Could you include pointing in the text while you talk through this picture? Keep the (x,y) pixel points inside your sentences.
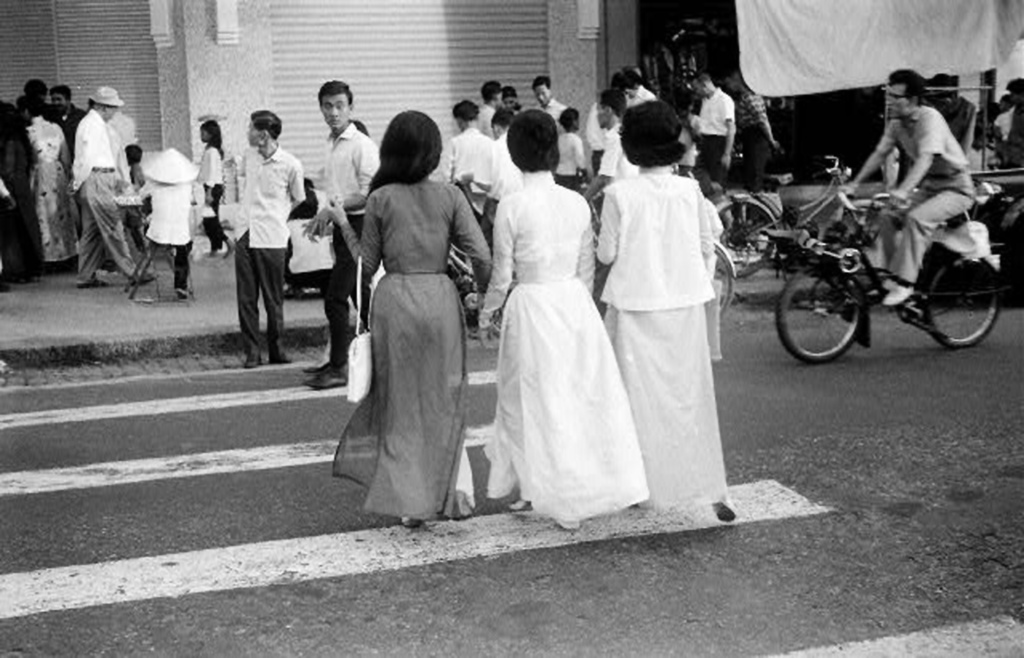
In this image, there is a road (687,649), there is zebra crossing (251,572) on the road (247,561), there are some people (533,480) crossing the road (241,370), at the right side (960,298) there is a man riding a bicycle (908,315), at the background (462,151) there are some people (297,177) walking on the path (105,288).
